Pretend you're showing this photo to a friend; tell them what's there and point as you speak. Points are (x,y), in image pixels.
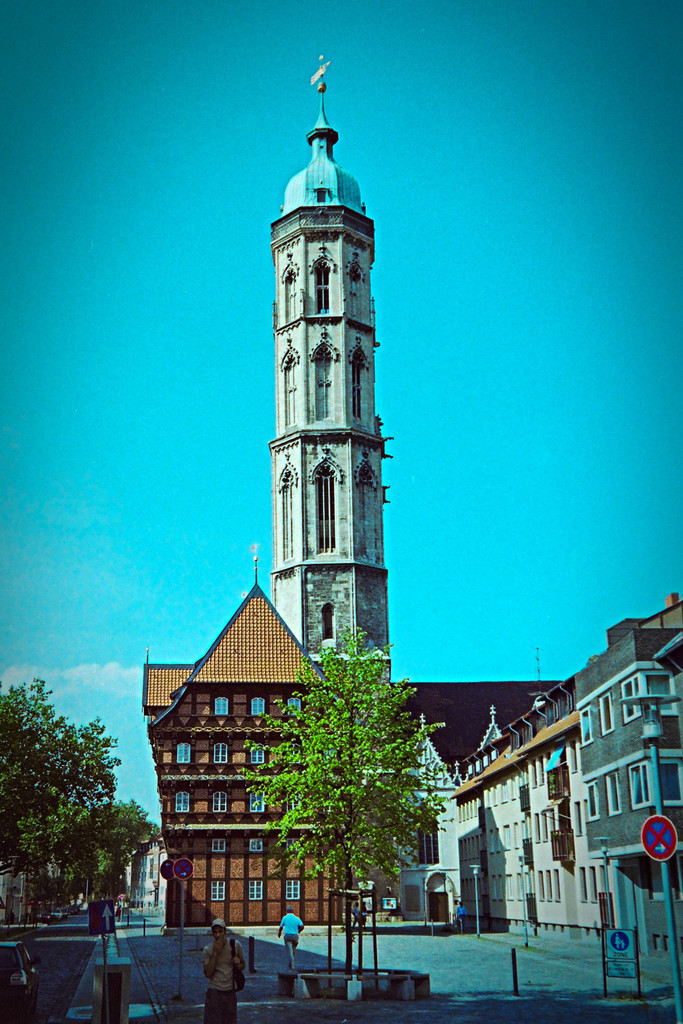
There are buildings (260,653) and a tower (301,197) in the center (267,611) and on the right side of the image (475,691), there are people (221,927), sign poles (669,906), and trees (295,846) at the bottom side (361,774), there is sky (478,129) in the image.
